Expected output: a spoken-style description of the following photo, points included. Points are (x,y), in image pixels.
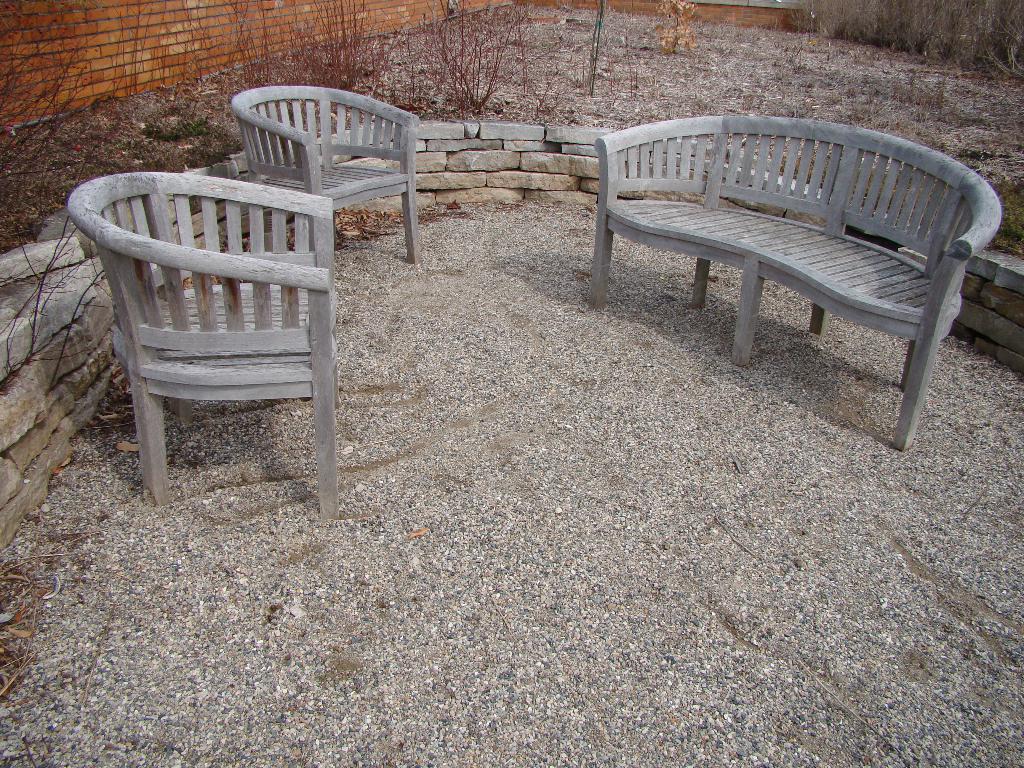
In the picture I can see few chairs (358,149) on small rocks (579,434) and there is a fence (76,328) around it which is made of rocks (493,193) and there are few plants (519,56) and a fence wall (209,19) in the background (451,32).
